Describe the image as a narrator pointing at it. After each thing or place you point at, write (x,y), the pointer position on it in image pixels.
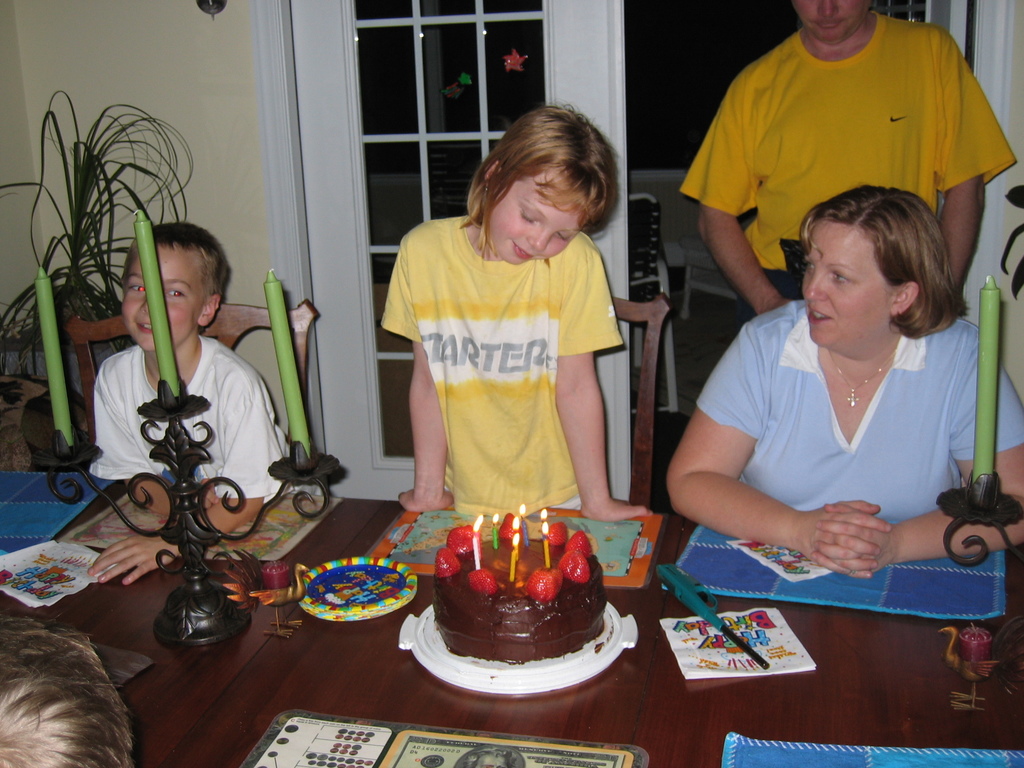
In this picture there is a boy (107,431) and a woman (817,494) sitting on the chair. There is a girl (557,382) and a person (754,190) standing. There is a cake (581,609), strawberry (553,575), candles (520,510) on the plate (549,680). There is a paper (701,674), blue cloth (739,742), peacock idol (250,602), green candles (162,371) and few objects (697,590) on the table (383,648). There is a plant (62,219) at the corner. There is a person (51,707) and a picture (492,760).
